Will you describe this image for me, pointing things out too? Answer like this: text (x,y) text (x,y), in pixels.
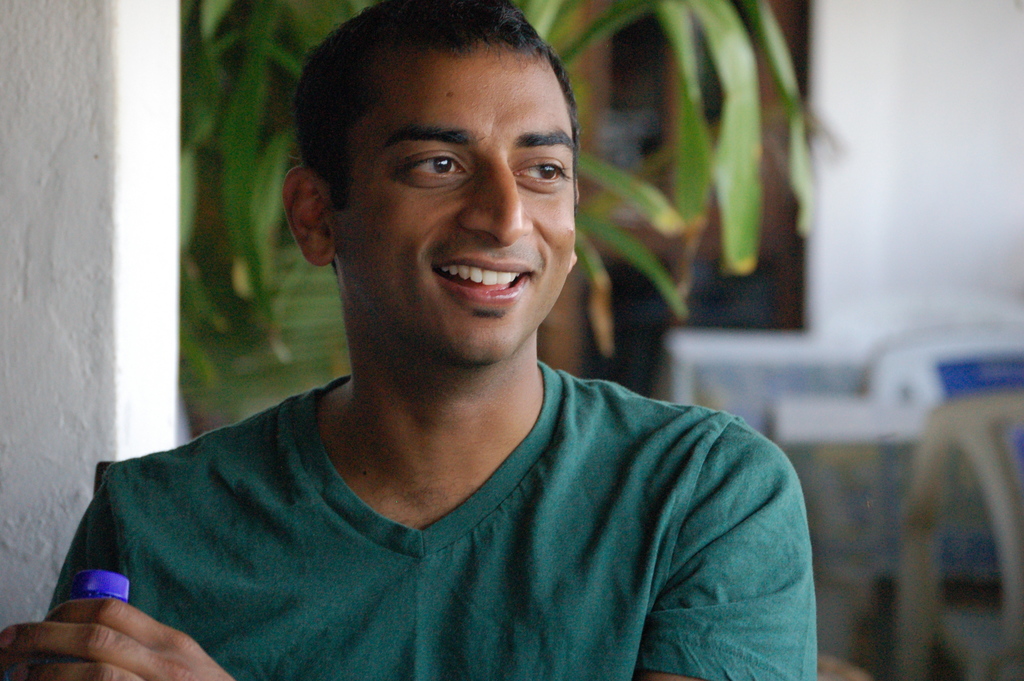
In this image we can see a man (172,494) holding a disposal bottle (91,580) in one of his hands (156,642). In the background (183,116) we can see chairs (931,472), plant (279,287) and walls (96,348).
